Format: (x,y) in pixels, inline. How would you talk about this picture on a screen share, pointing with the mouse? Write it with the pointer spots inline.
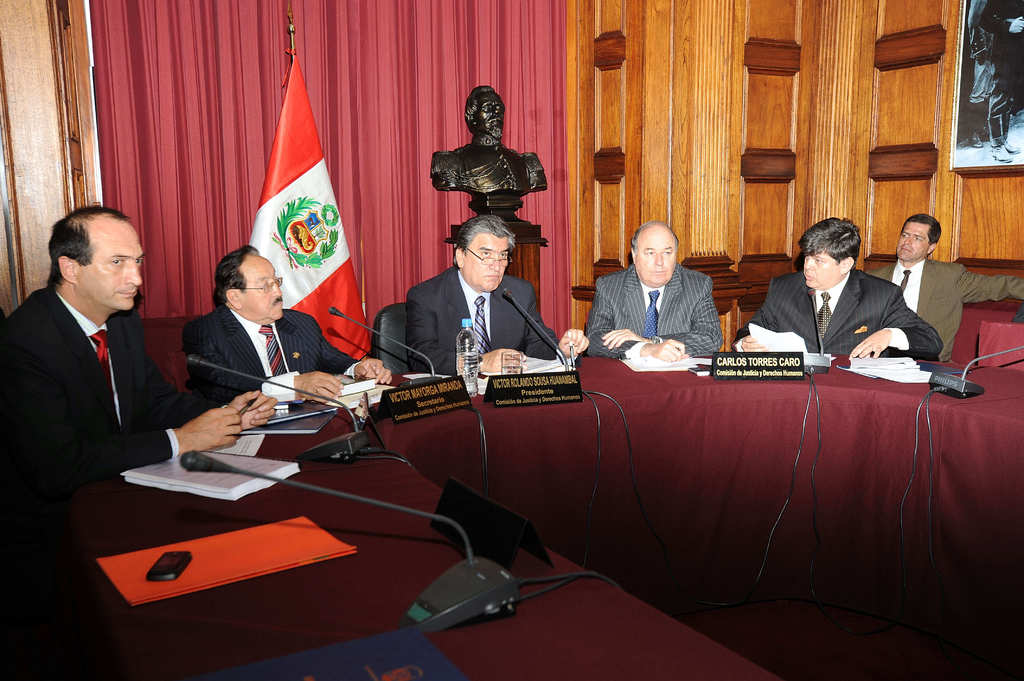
In this image there are group of men (491,350) sitting around the tables (391,561). On the tables (540,604) there are papers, mics (226,465), boards (501,400), bottles (469,340) and a mobile phone (155,573) on it. In the background (453,180) there is a statue (489,144). Beside the statue (444,152) there is a flag (303,190). On the right side (899,163) there is a wall (907,110) on which there is a frame (968,85). In the background (359,116) there is a curtain (161,112).
